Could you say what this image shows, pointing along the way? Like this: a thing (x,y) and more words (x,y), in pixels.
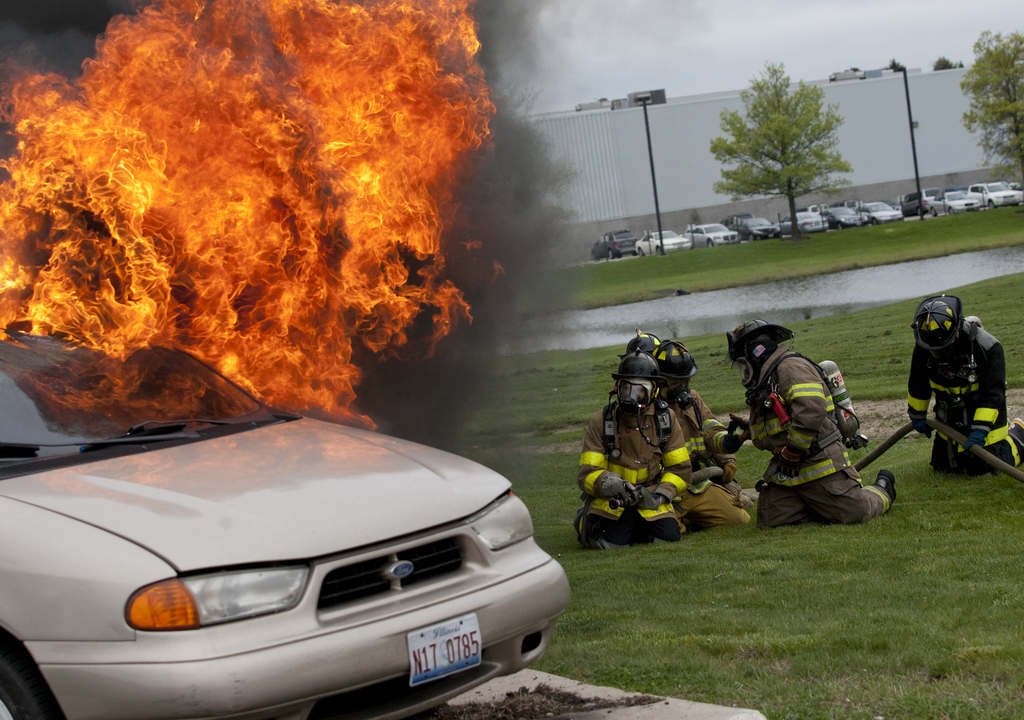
On the left side (116,403), we see a white car (186,462). On it, we see the fire (301,258). At the bottom (861,641), we see the grass (725,632). On the right side (961,333), we see the people (831,419) in the uniform (815,404) are wearing the helmets (645,365) and they are holding the hoses (871,455). Behind them, we see the water (754,307) in the pond (798,306). In the background (709,231), we see the cars (818,212), trees (829,187) and poles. We see a wall (755,201) in the background (706,202). At the top (879,40), we see the sky (649,70).
